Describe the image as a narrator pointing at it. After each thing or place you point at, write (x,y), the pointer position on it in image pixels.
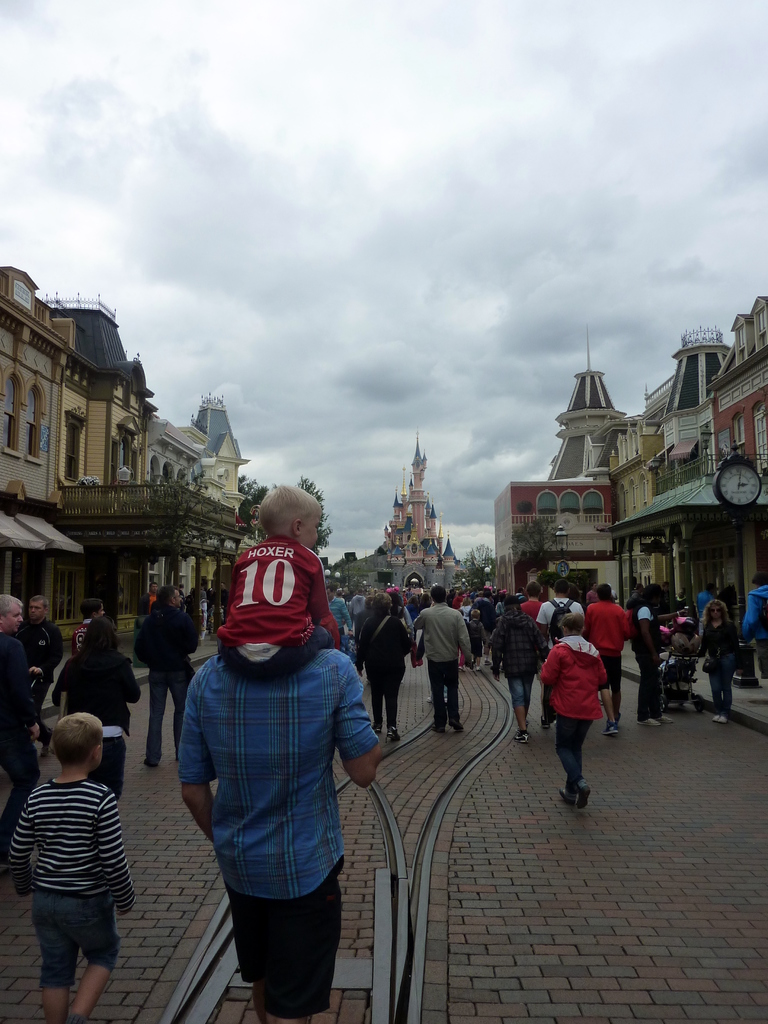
In this picture we can see a group of people (33,910) walking on the road (666,785), buildings (12,549), clock (718,473), trees (251,493) and in the background (236,393) we can see sky (437,270) with clouds (310,381).
